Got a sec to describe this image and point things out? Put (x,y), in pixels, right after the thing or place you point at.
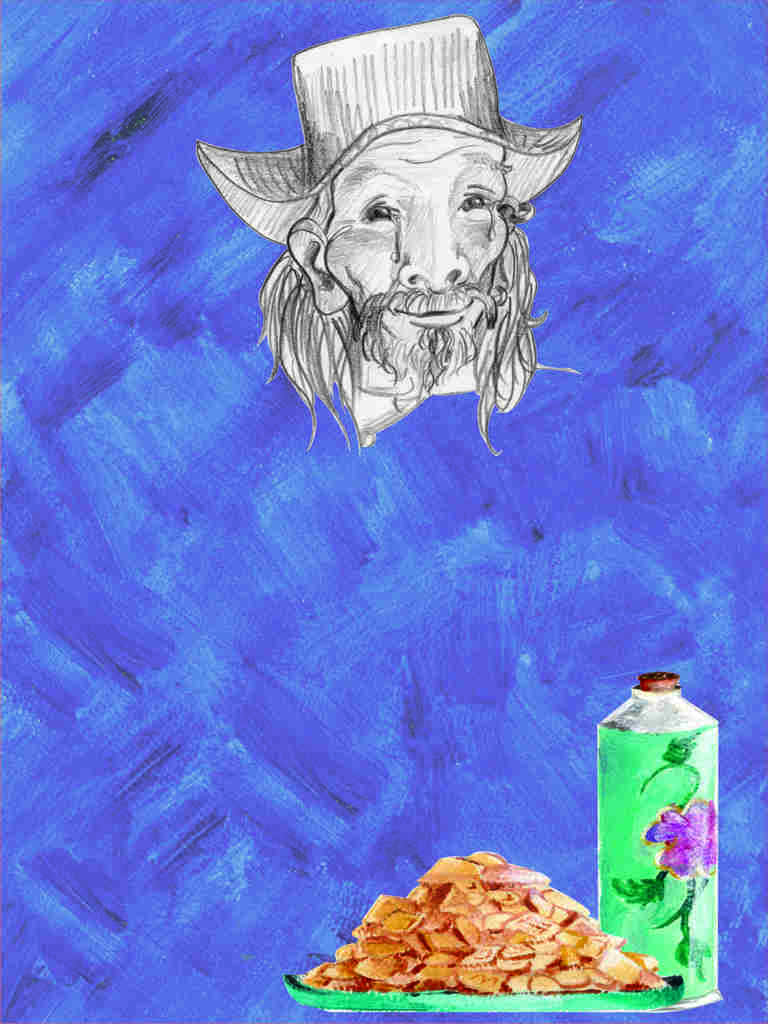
This image is a painting. In this image we can see persons face (387,235), hat (524,147), food (458,928) and beverage bottle (638,722).
